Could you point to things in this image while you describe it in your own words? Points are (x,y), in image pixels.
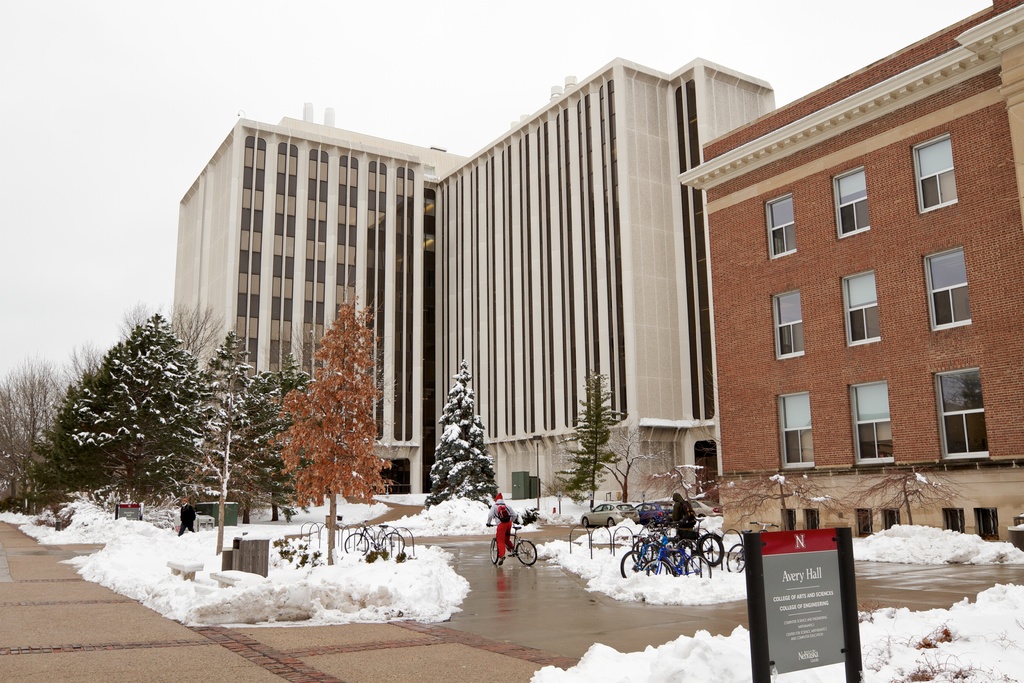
In the center of the image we can see two persons (512,534) are riding cycles (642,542). And we can see they are wearing jackets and backpacks (689,507). In the background (403,93), we can see the sky (227,93), clouds (445,92), buildings (486,342), windows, trees (272,493), cycles (665,532), fences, banners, snow (304,521), one person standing and a few other objects (708,509). On the banners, we can see some text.
